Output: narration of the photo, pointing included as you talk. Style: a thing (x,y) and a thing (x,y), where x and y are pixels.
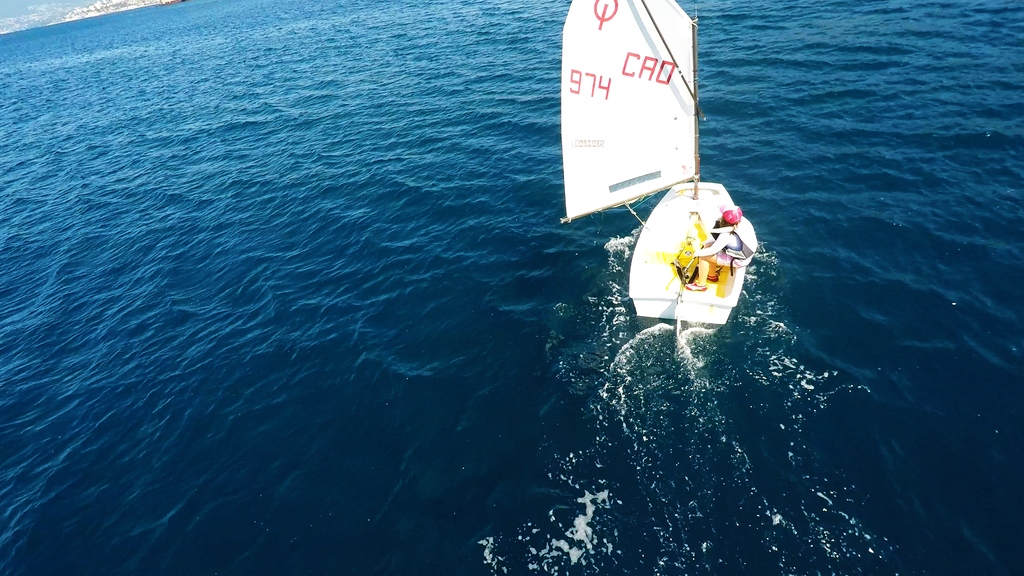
There is a white boat (711,302) on the water (703,366). A person (702,283) is sitting on the boat (693,269).
